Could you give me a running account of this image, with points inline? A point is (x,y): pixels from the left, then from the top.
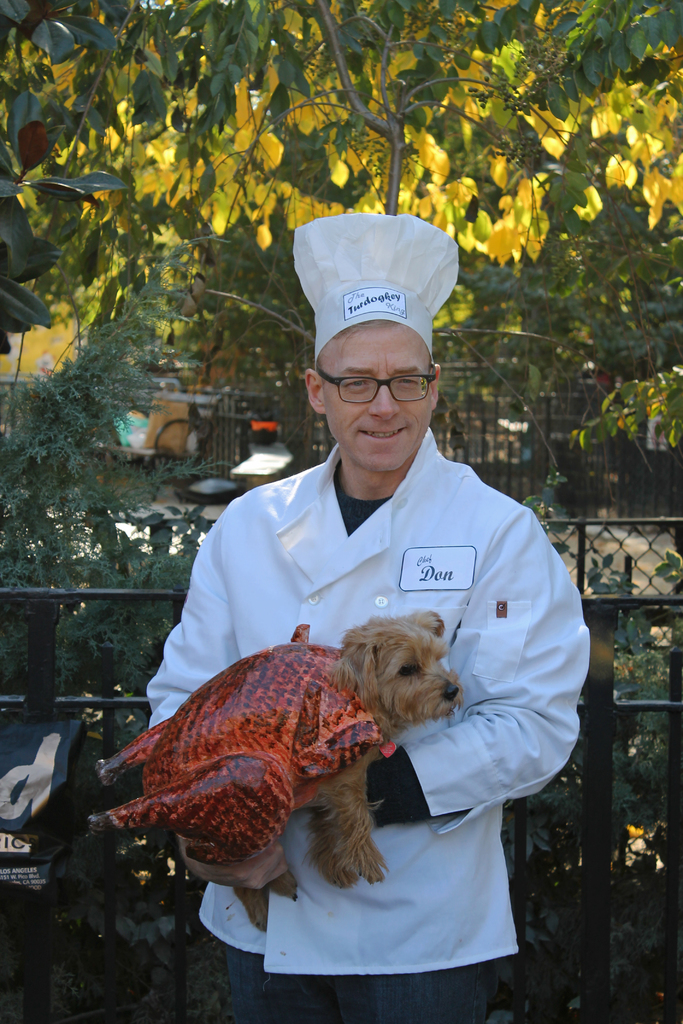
In this image, a person (262,996) is standing and holding a dog (268,845) in his hand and having a smile on his face (403,451). In the background (603,38) top, trees (619,93) are visible. At the bottom (505,970), a fence (143,596) is visible and some plants (81,685) are visible. This image is taken in a park (631,482) during day time.
